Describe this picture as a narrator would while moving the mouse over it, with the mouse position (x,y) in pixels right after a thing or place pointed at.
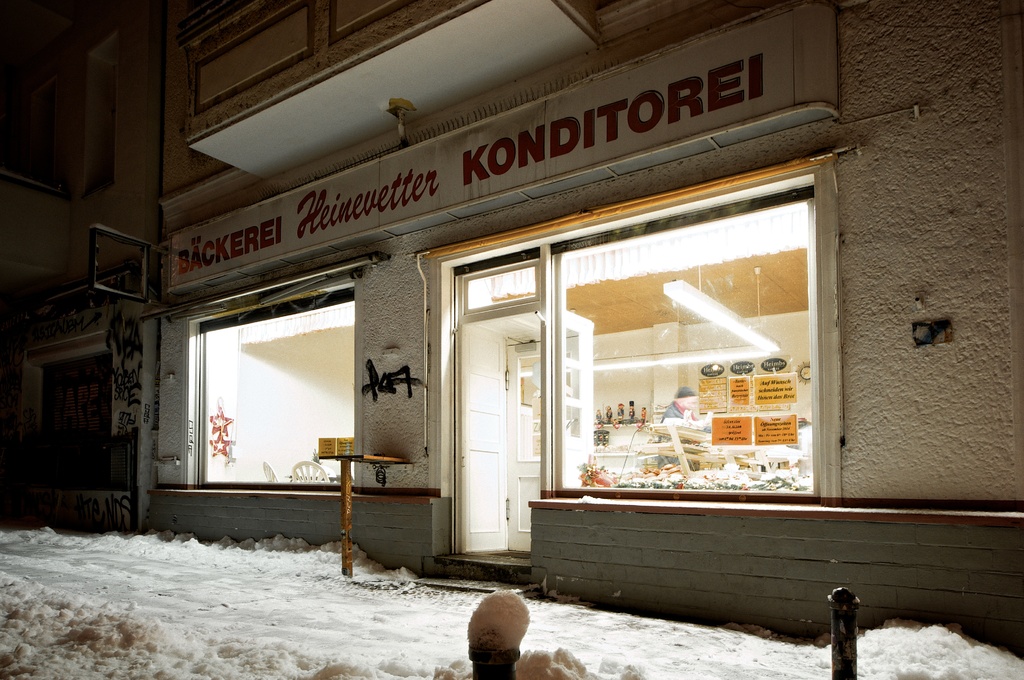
In this image in the middle (462,316), there is a building (511,430) on that there is a text (423,193), windows (759,298), glass (754,270) and doors (484,452), inside that there is a man (695,412), food items (698,433), posters (731,433) and lights (720,356). At the bottom (455,601) there is an ice (343,599).
